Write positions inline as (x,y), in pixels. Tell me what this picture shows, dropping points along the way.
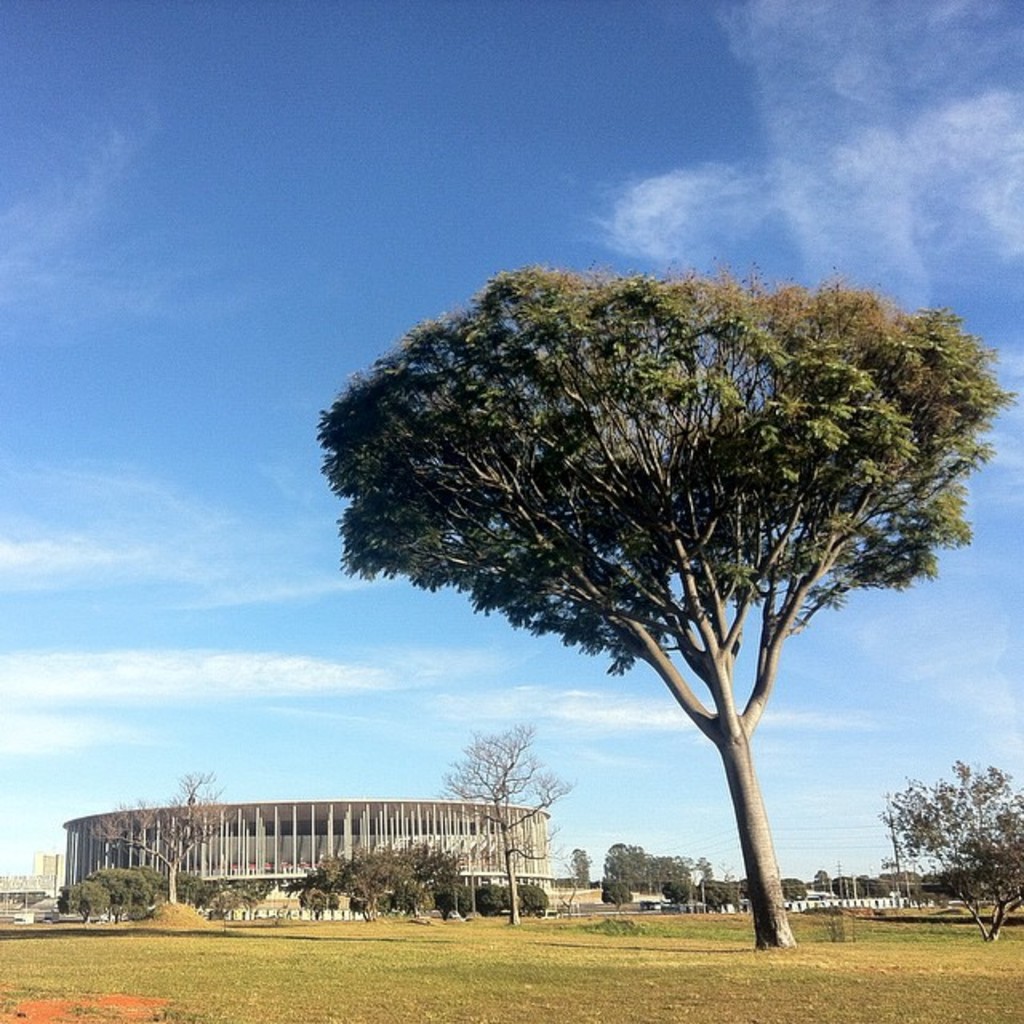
This is grass (429,941) and there are trees (676,889). Here we can see a building (381,816). In the background (974,142) there is sky (228,230) with clouds (1008,135).
